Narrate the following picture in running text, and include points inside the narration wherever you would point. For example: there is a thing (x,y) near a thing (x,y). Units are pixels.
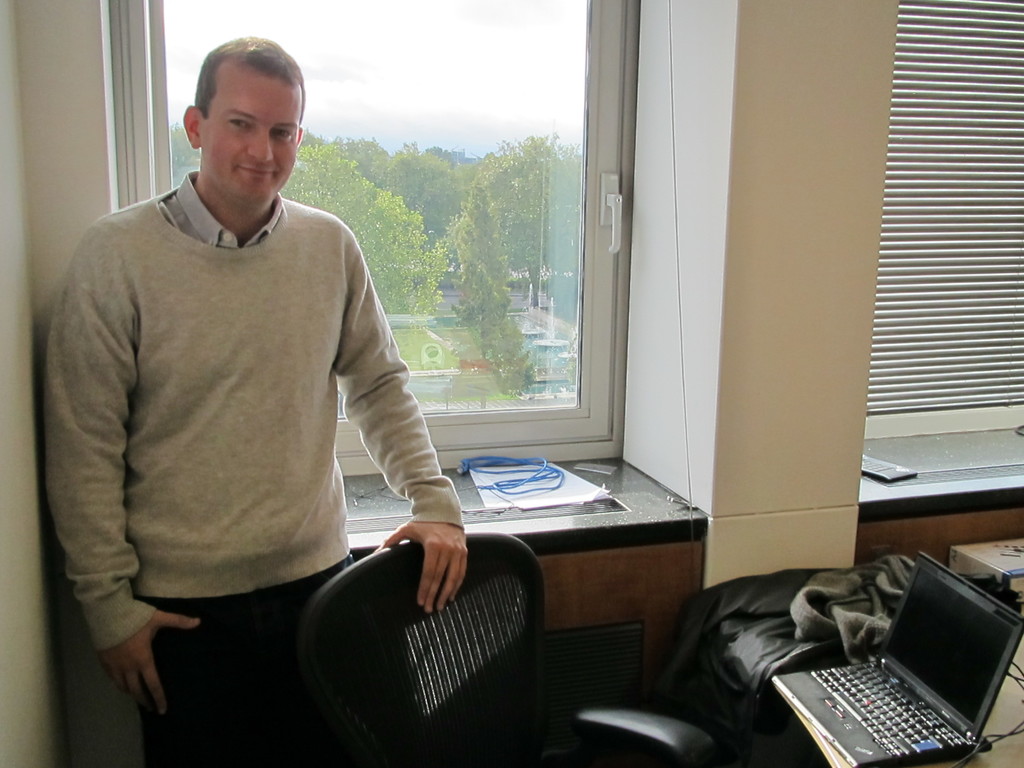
It is a room (927,546) inside an office (634,352) there is a man (234,379) standing and posing for the photo beside him there is a black chair (515,653), to the right side of the chair (505,644) there is a table (1020,754) and on the table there is a laptop (902,699) and a jacket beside it, in the background (655,273) there is a window (552,171) and a wall (660,285) outside that there are some trees (482,299), garden (477,370), vehicles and sky (431,126).
